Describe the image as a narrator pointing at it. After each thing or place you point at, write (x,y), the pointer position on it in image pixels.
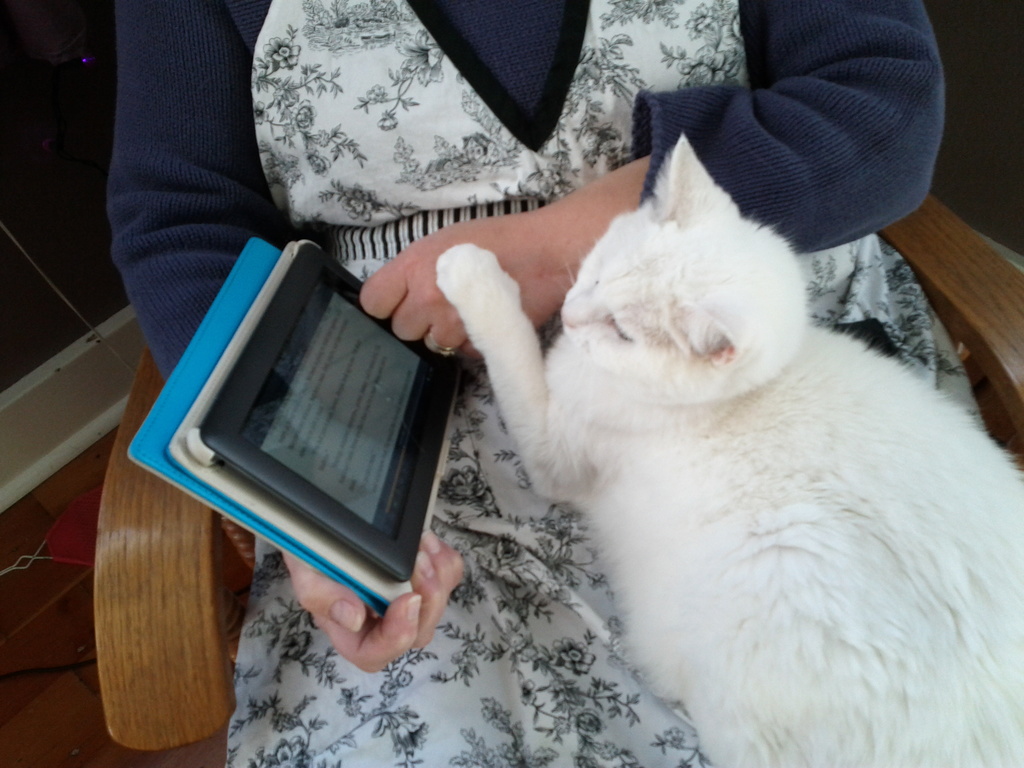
In the middle of the image (400,258) a person (567,170) is sitting on a chair (1008,281) and holding a tab (305,248). Bottom right side of the image (819,599) there is a cat (452,280) on the person (450,350).
